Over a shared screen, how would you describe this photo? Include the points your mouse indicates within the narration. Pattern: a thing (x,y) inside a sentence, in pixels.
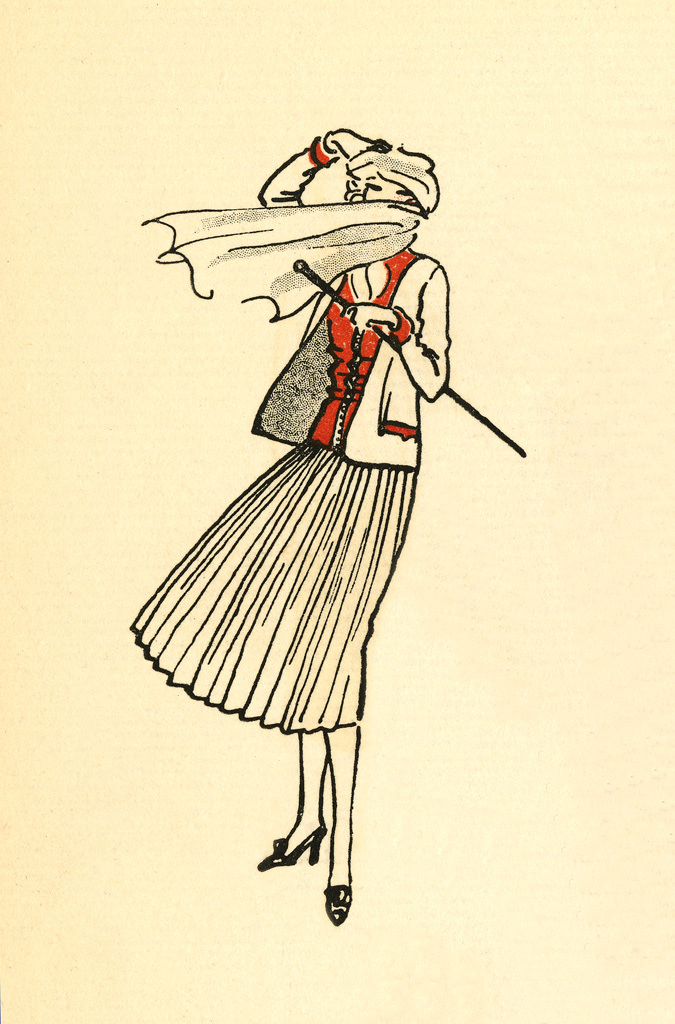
In the foreground of this image (337,896), there is a sketch (322,576) of a woman (302,626) holding a stick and a scarf (369,241) covering her face (380,219) and there is a cream background (77,364).
